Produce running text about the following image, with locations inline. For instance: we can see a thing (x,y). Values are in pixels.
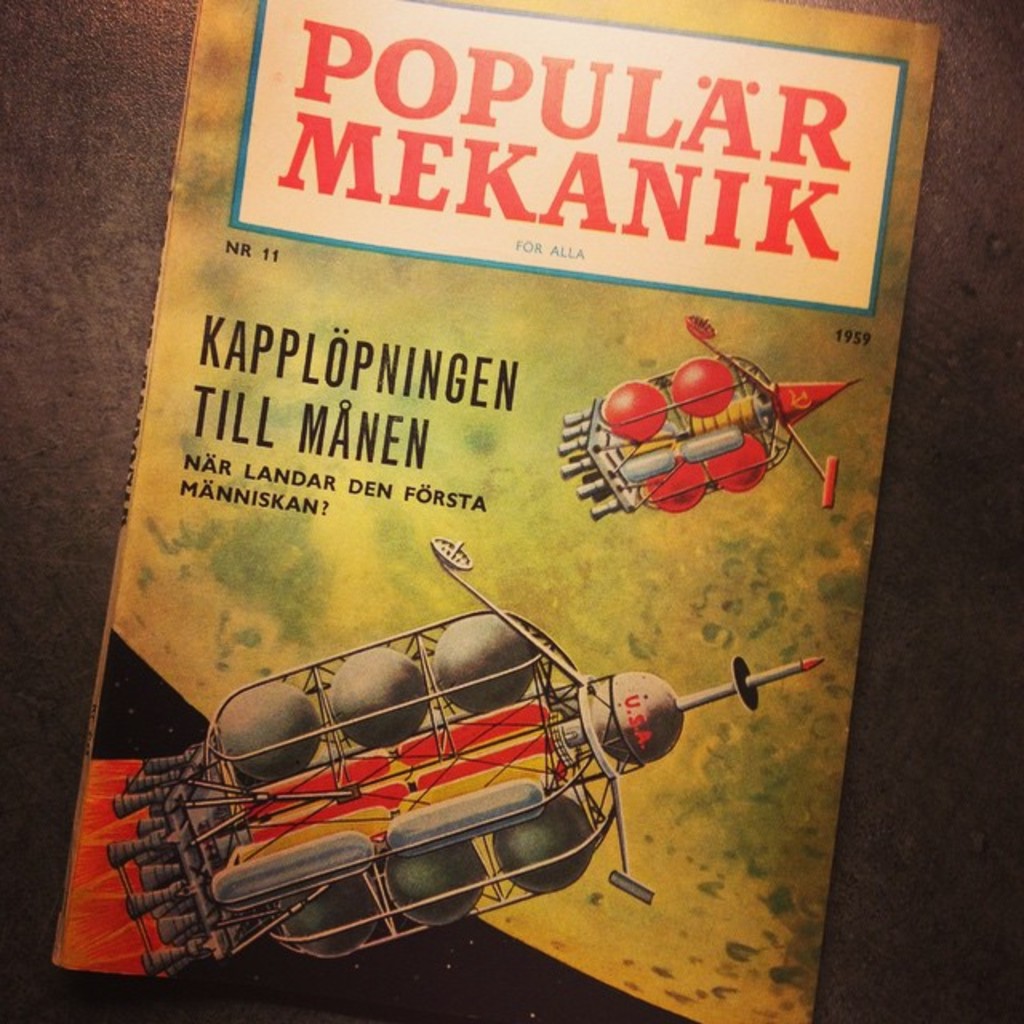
In this image, we can see satellites (415,629) and some text (735,84) on the book cover (812,451).
